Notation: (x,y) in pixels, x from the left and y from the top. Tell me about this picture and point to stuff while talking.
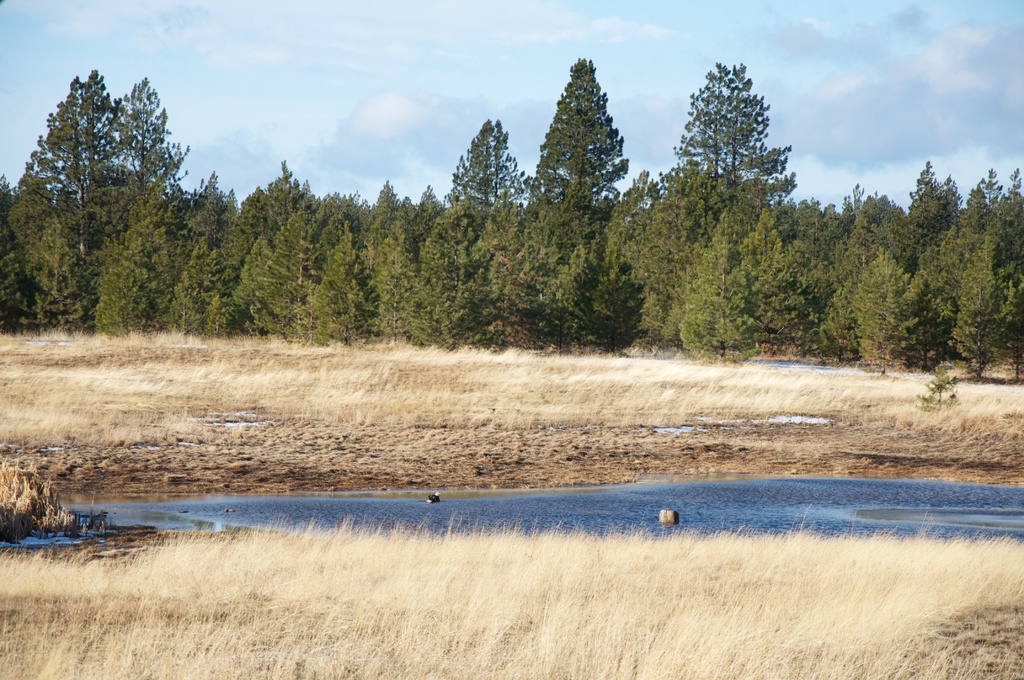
In this image we can see some dried plants (399,385), a water body (697,481), a group of trees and the sky (521,117) which looks cloudy.
